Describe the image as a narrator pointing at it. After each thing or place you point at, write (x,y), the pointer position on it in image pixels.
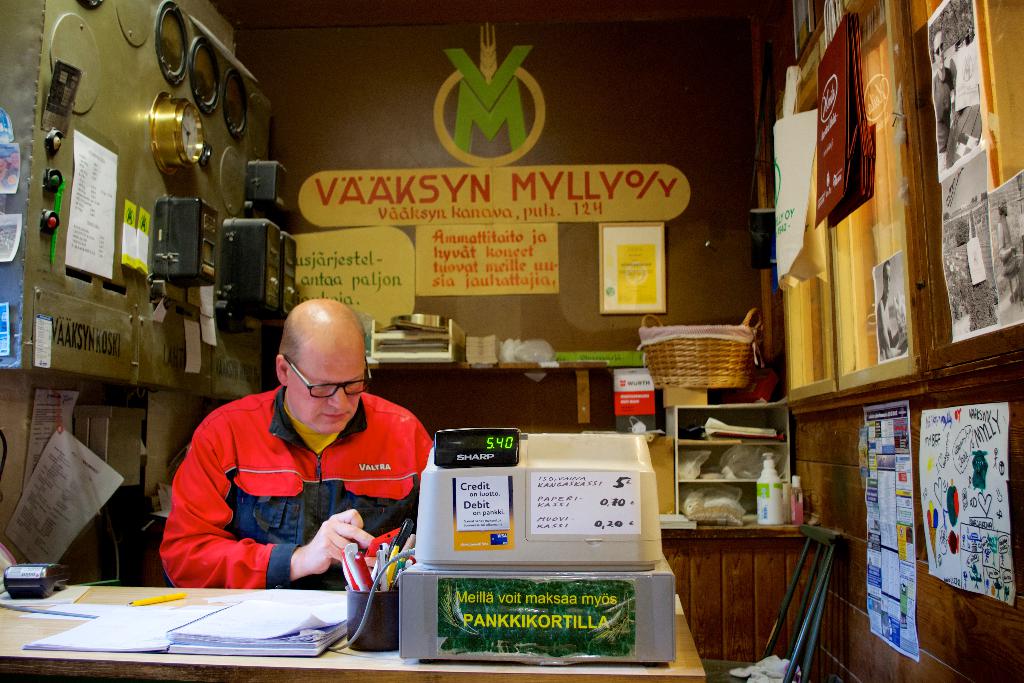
In this picture, we can see a person (328,459), and table (201,591) with some objects (397,595) on it, like machine (461,601), paper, cup (379,635) with some objects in it, and we can see the wall (942,388), and some posters (1,314) with some text (401,216) and some images (604,234) on it, clocks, and some objects (661,362) attached to it, we can see a chair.
